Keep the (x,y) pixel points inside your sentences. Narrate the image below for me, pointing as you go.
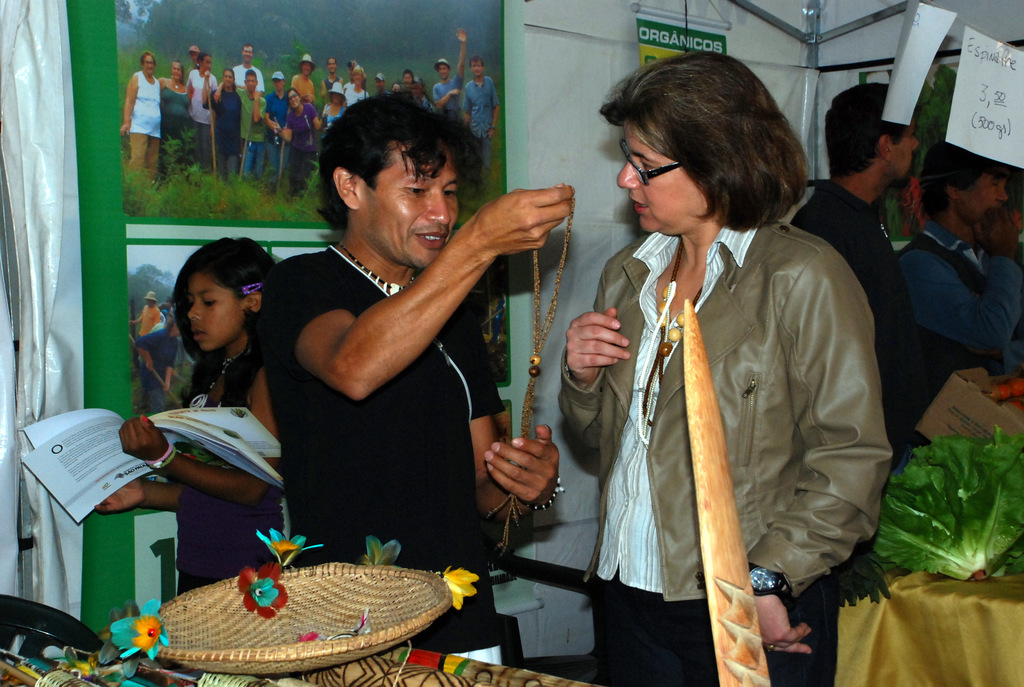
In this image there are a few people (434,427) standing, one of them is holding an object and the other one is holding a book (197,430), in front of them there are few objects (347,652) on the table (322,666) and on the right side of the image (902,599) there is another table (929,584), on which there are a few objects (967,471) placed, at the top of the image (1006,67) there are few papers (964,78) with some text (977,49) are hanging. In the background (290,62) there are few posters (219,198) are attached to the wall (611,41).
